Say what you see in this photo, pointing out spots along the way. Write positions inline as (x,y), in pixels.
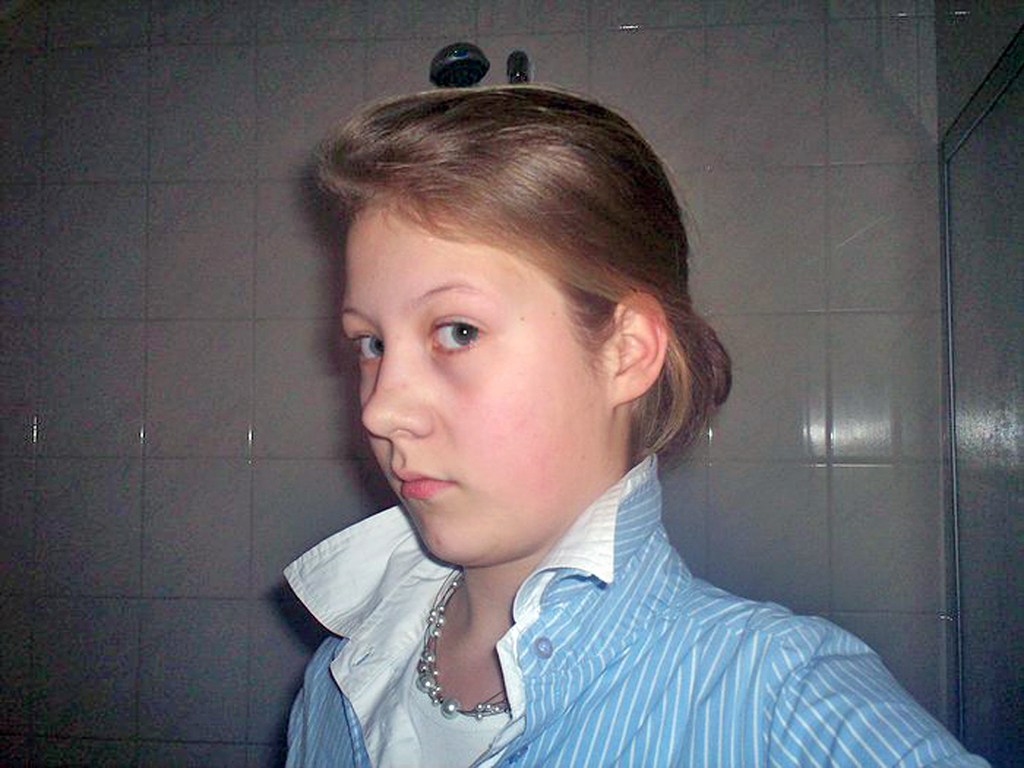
a girl (490,483) is present wearing a blue and white shirt (545,692) and pearls necklace (428,688). There is a shower (466,57) and white tiles (316,322) at the back (812,376).
